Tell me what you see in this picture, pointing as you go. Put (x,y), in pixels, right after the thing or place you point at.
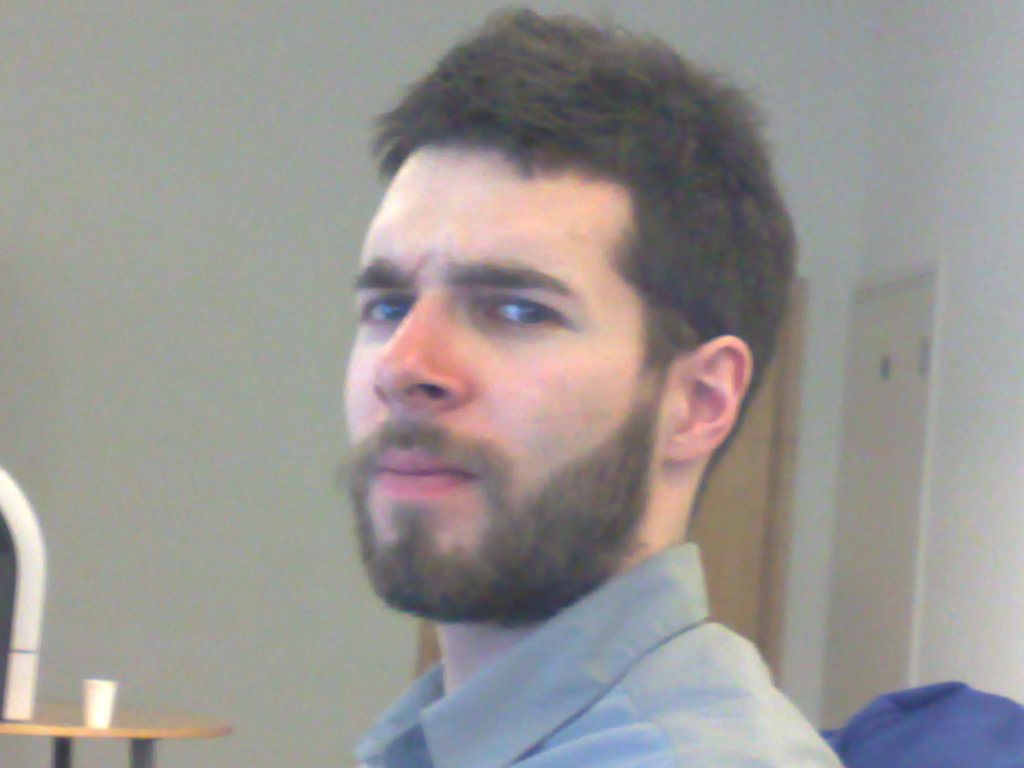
This is the picture of a room (136,398). In this image there is a man (488,692) sitting on the chair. At the back (765,417) there are doors (776,429). On the left side of the image (27,628) there is a glass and there is an object (7,716) on the table (62,763).
